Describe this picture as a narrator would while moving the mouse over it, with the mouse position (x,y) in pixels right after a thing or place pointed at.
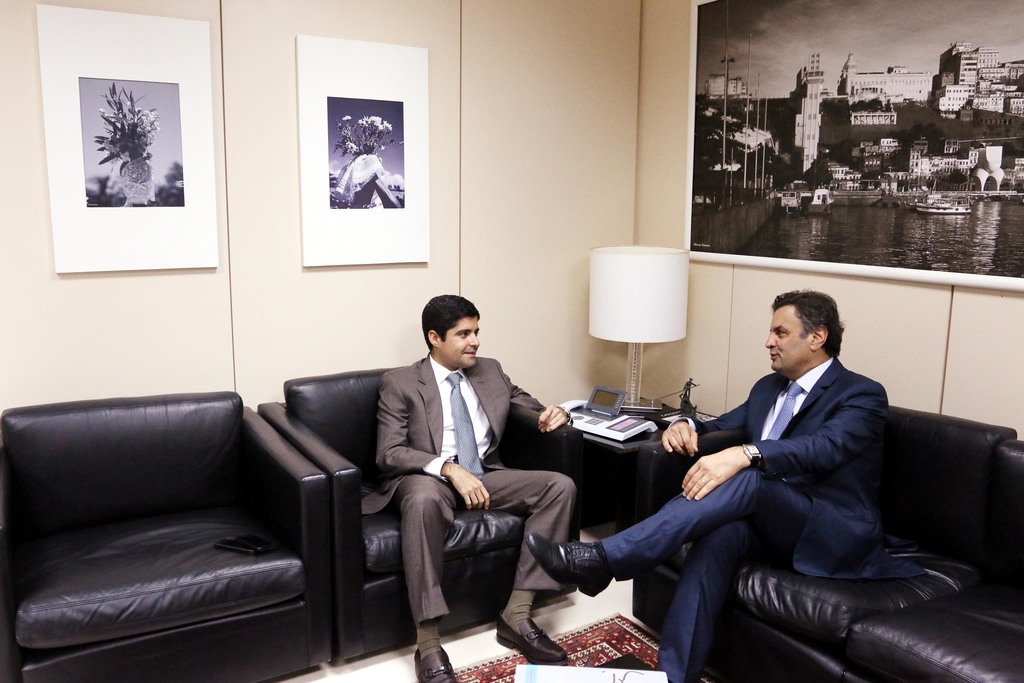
In this picture we can see two persons (686,516) sitting on the sofa (714,633). These are the mobiles (257,550). And this is the floor (394,670). On the background (335,30) we can see the wall (675,95). These are the frames (842,158). And this is the lamp (645,308).
